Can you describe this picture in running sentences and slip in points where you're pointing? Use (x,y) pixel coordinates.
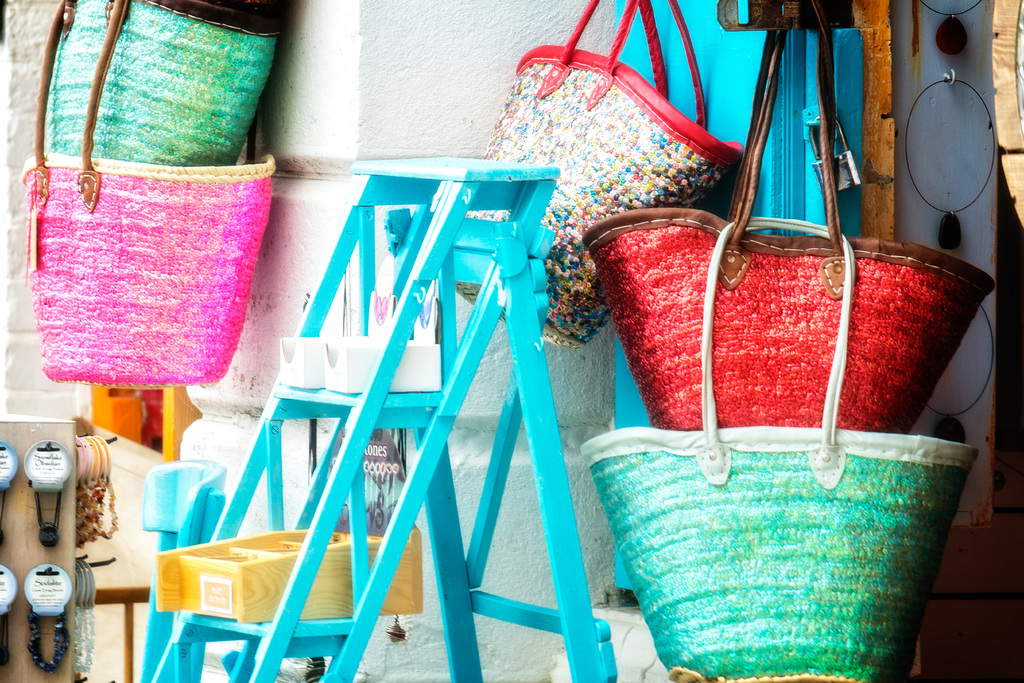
In the left (184,179) these are two colorful bags (113,184). In the right (933,157) there is a wall (897,137) at here. In the middle (525,406) it's a ladder (446,566).
